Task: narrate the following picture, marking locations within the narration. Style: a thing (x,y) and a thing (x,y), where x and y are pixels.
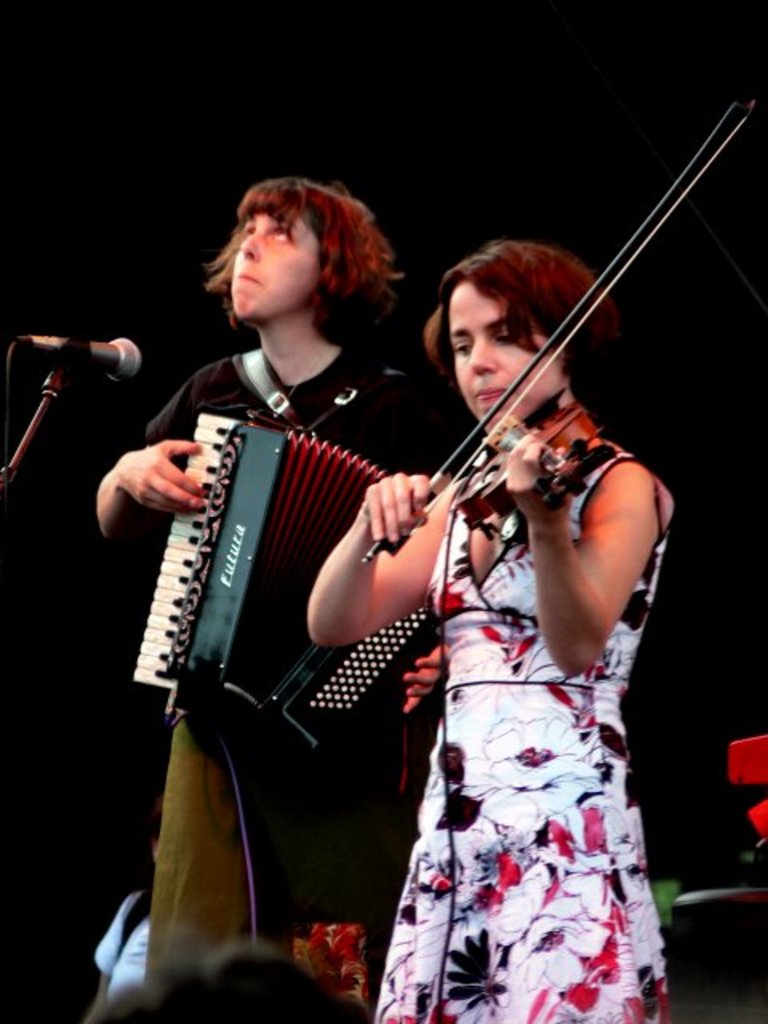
As we can see in the image there are two people (451,582). The women (520,571) is playing violin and the person (271,221) who is standing here is playing musical instrument (186,552) and there is a mic (75,348).
